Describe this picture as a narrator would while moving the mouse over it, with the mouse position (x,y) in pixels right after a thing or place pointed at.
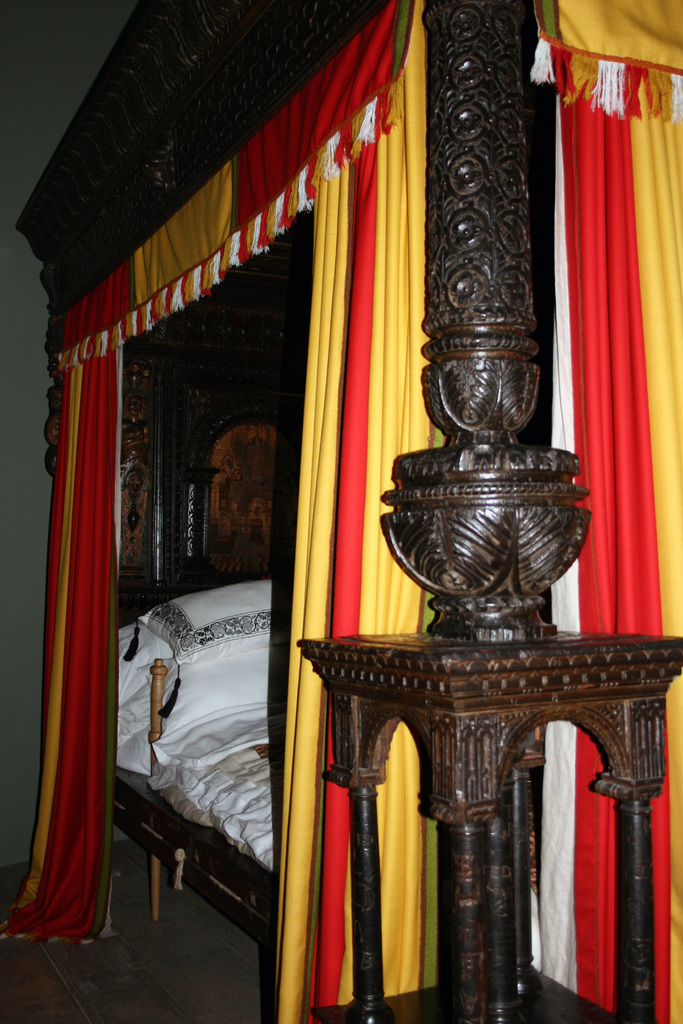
In the foreground of this image (494,580), there is a cot (477,603) where we can see pillow (244,618), bed sheet (203,785), curtains (359,568) and the wall (20,481).
